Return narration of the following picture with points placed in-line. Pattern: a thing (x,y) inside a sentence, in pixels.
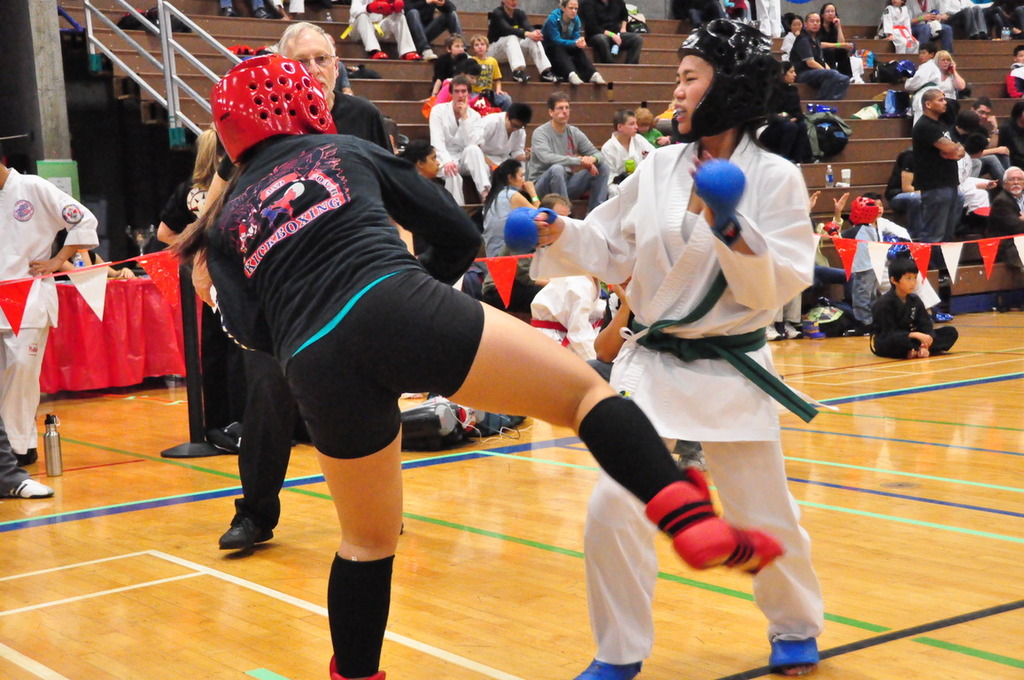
In the middle of the image (678,354) few persons (330,52) are standing. Behind them there is fencing (986,262). Behind the fencing (958,265) few people (578,13) are sitting and watching and there are some bags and bottles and glasses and tables (46,373).
